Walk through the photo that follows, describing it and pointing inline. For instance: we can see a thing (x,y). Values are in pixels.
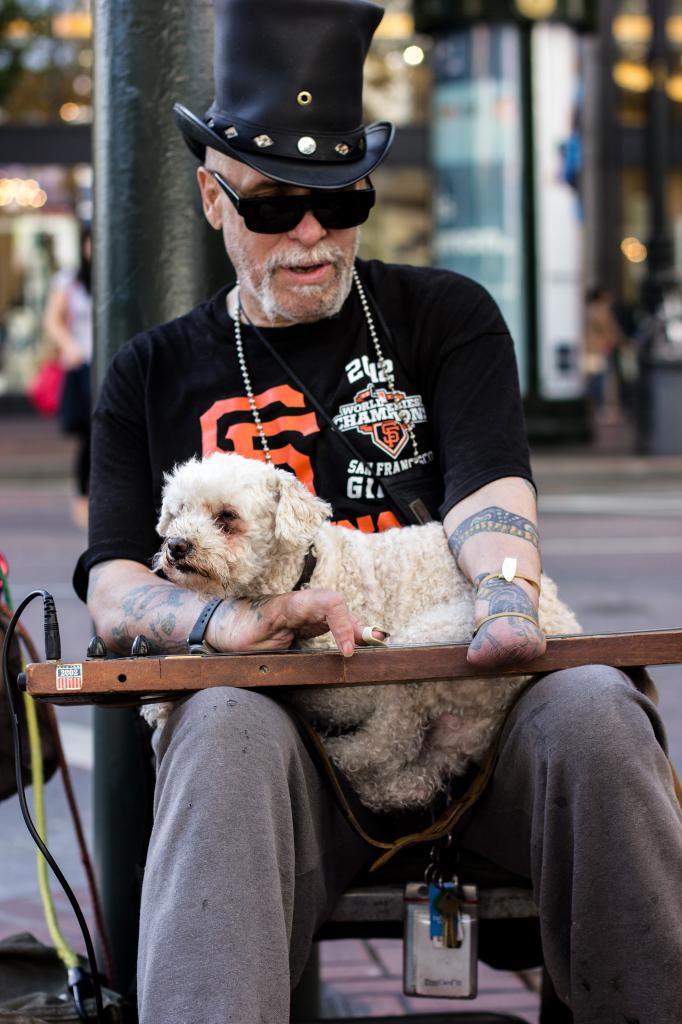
In this image there is one person (266,206) who is sitting on a chair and he is holding a puppy (363,605) and he is wearing a black hat (276,128), beside him there is one pole (155,168).
